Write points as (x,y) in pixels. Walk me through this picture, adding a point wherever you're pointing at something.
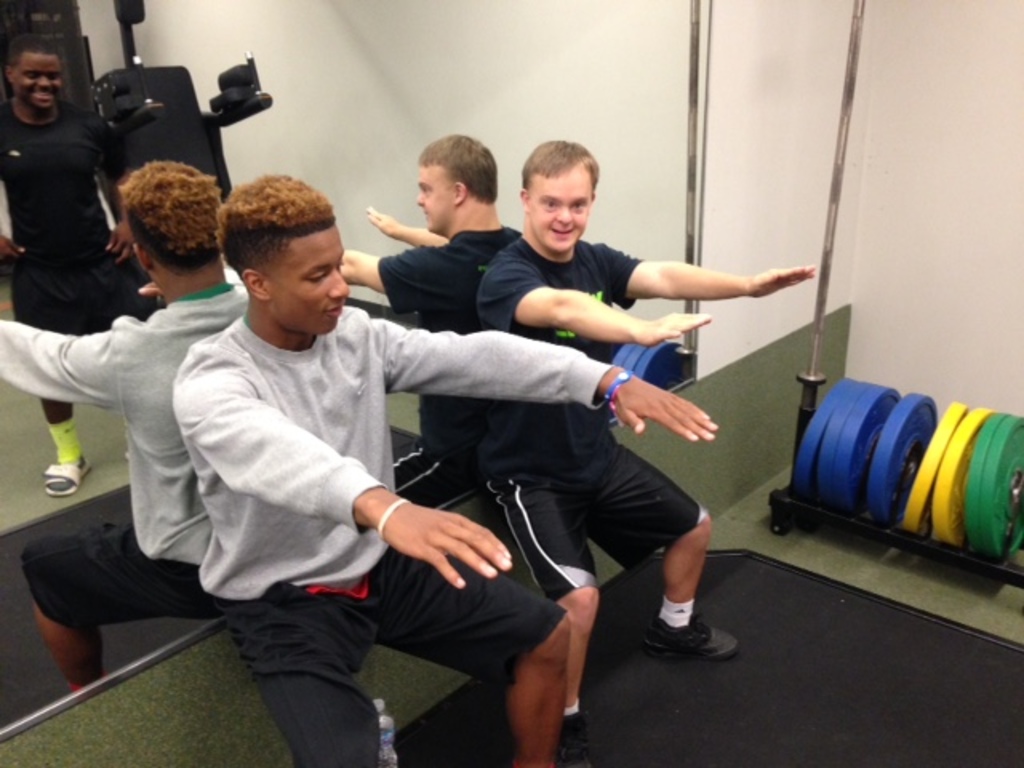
in this image in the center (368,431) there are persons (348,509) squatting and smiling and in the background (24,178) on the mirror (148,144) there is a reflection (50,152) of the person (41,178) standing and smiling and there is the reflection (163,134) of the object (173,126) which is black in colour and there are weights (900,444) on the stand (911,540) which is on the right side (925,454) and there is a water bottle (393,727) on the floor (400,739) which is in the center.
